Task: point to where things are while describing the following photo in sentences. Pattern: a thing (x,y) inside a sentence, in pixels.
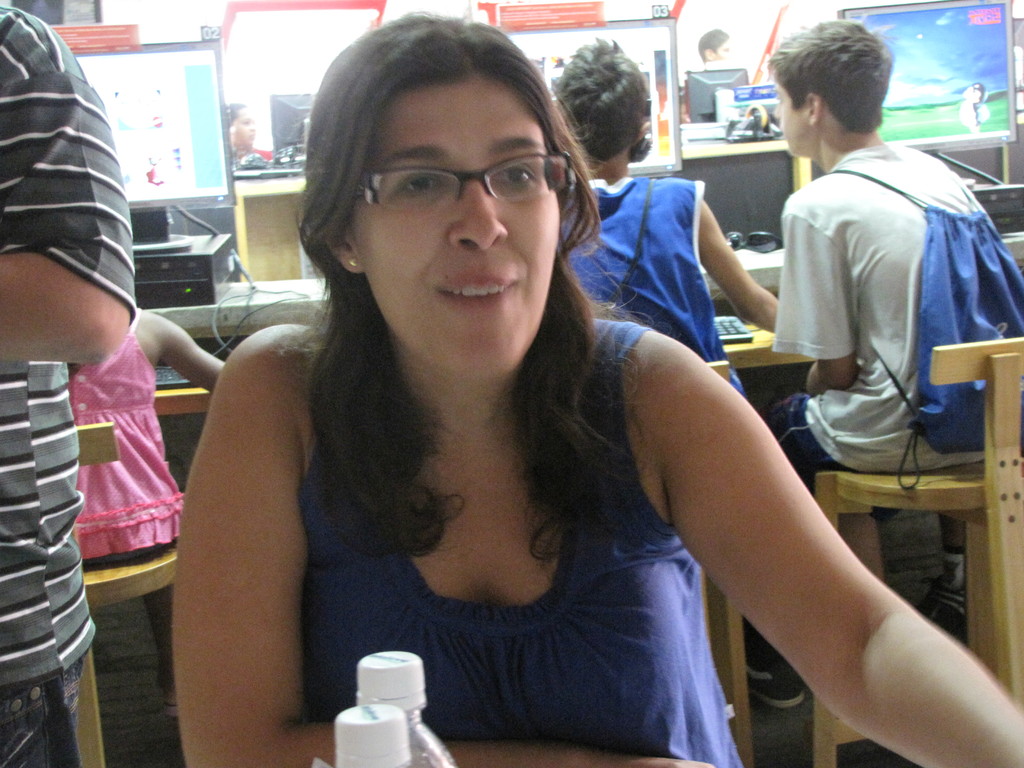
There are few persons (668,400) sitting on the chairs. Here we can see monitors (124,75), keyboards (272,166), tables (715,302), and devices (202,249).
